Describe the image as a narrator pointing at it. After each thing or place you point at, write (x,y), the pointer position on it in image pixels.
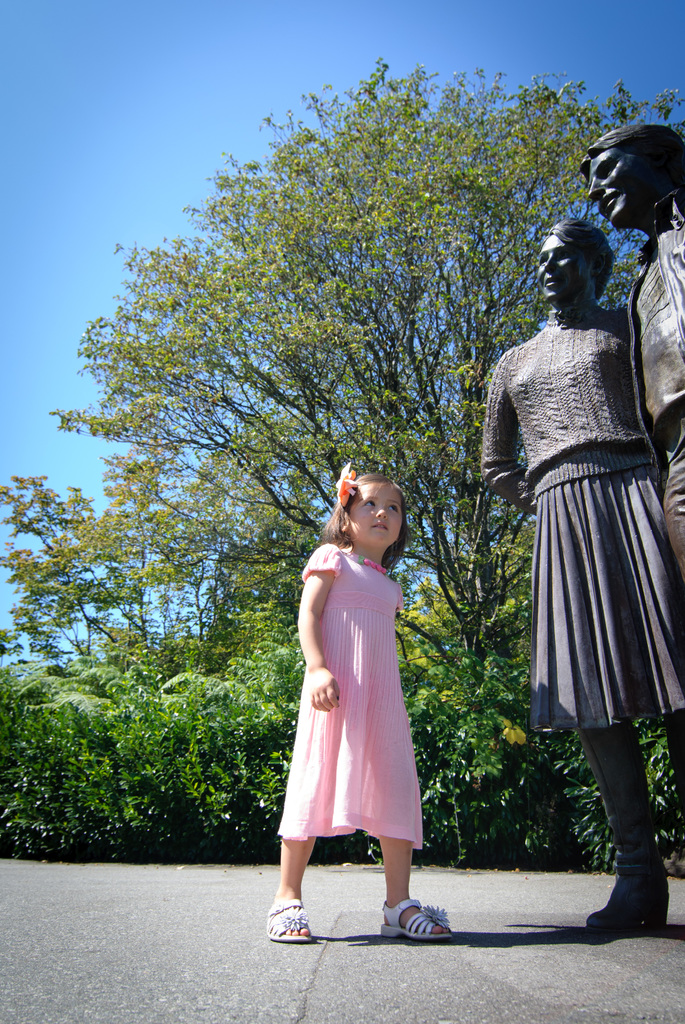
A girl (347,530) is standing on the road (434,888) at the statues (609,562). In the background (262,36) there are plants (546,752), trees (27,580) and sky (239,56).
